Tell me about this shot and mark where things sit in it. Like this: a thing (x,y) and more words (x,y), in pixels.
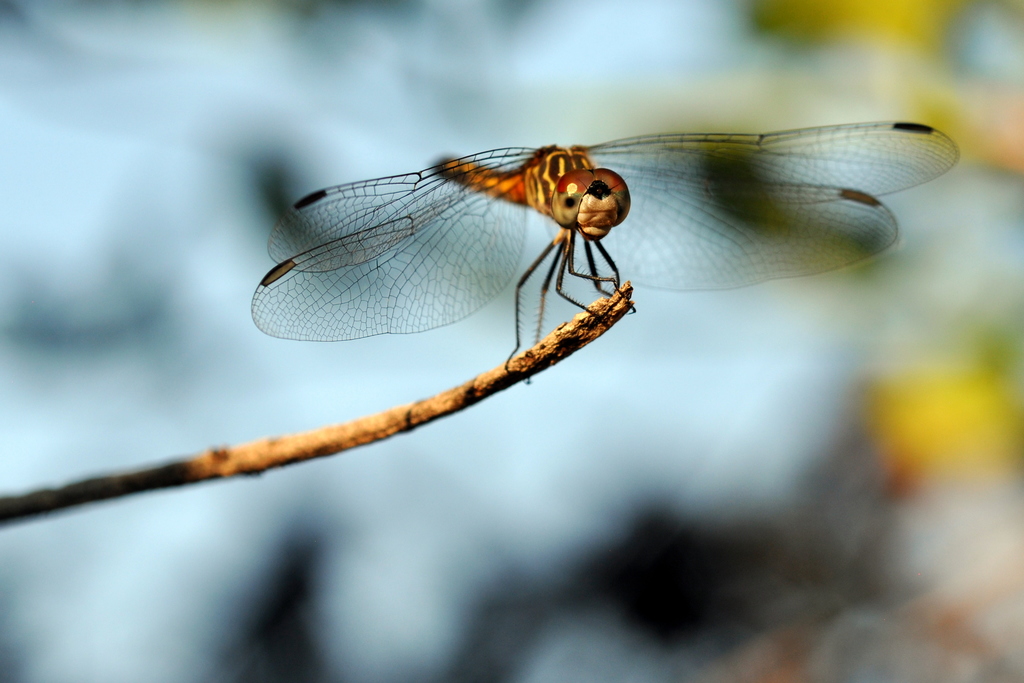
In this picture there is a dragonfly (504,213) in the center of the image (531,336) on a dry stem (596,330) and the background (562,562) is blurry.
